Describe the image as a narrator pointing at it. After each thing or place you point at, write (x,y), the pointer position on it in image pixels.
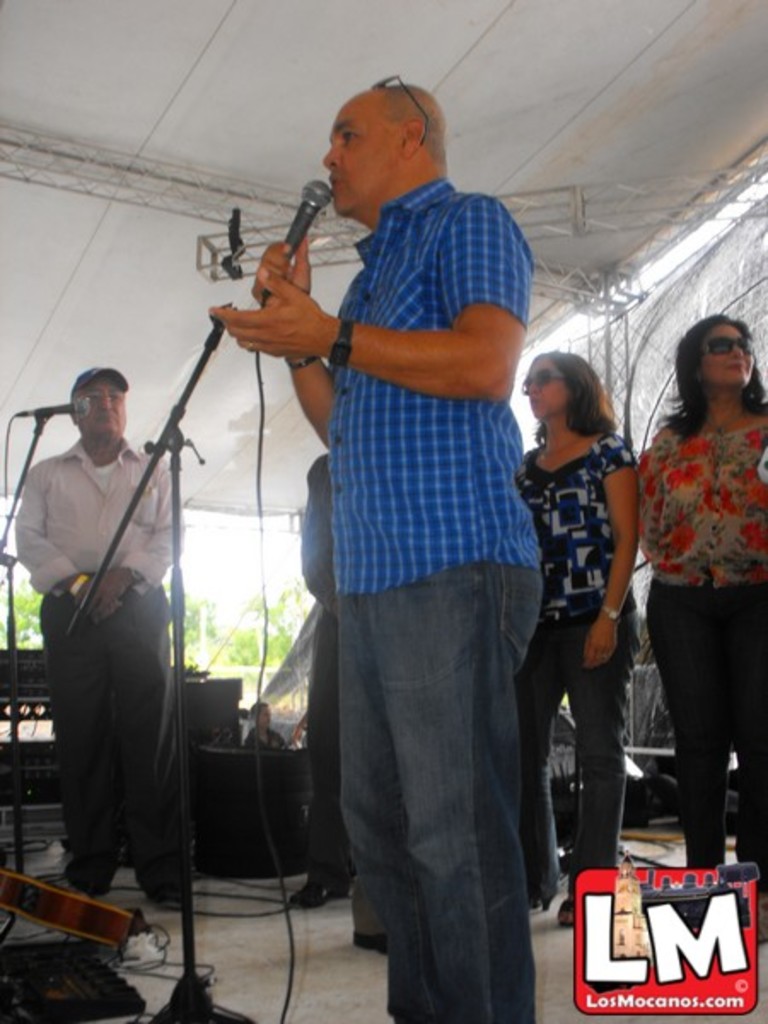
On the background (214,624) we can see trees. This is a platform (343,997) and on the platform (369,990) we can see a man (391,447) standing in front of a mike (288,267) and talking. This man (68,513) also standing in front of a mike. behind to this man (409,462) we can see three persons (589,447) standing. These two women (607,447) wore goggles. This is a guitar (76,919).
